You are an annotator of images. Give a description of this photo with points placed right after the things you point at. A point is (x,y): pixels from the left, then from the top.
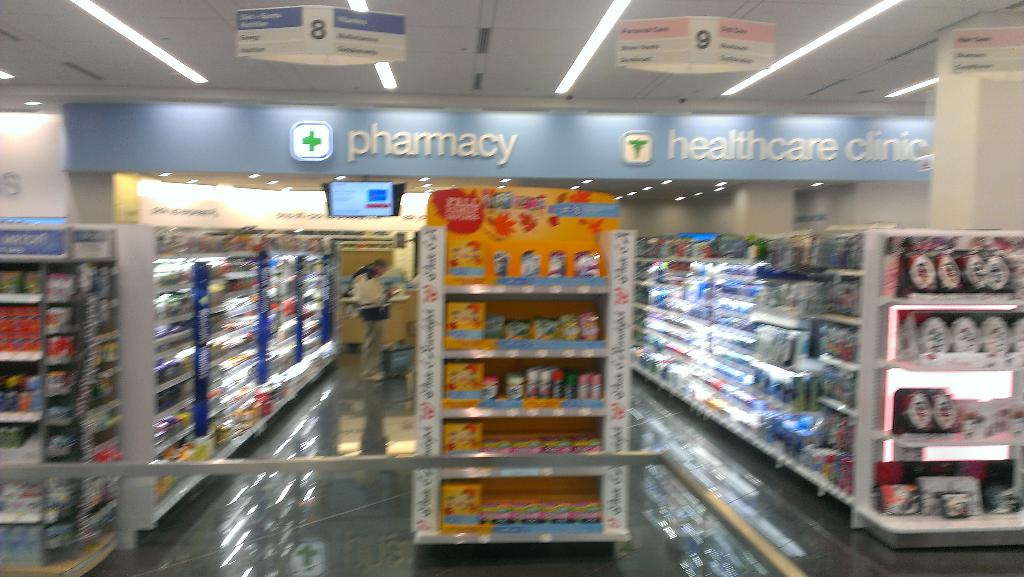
This picture is clicked inside the hall (113,515) and we can see the cabinets (223,288) containing the packets (827,334) of food items (585,329) and some other products (766,336). On the left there is a person (366,304) seems to be holding an object (397,370) and standing on the floor (365,392). At the top (514,46) there is a roof (524,31), ceiling lights (613,18) and we can see the text (876,139) on the boards (659,52) and the numbers (317,37) on the boards (702,48) and we can see many other objects (404,288) in the background (341,236). In the foreground (319,464) there is a metal object (312,464).
